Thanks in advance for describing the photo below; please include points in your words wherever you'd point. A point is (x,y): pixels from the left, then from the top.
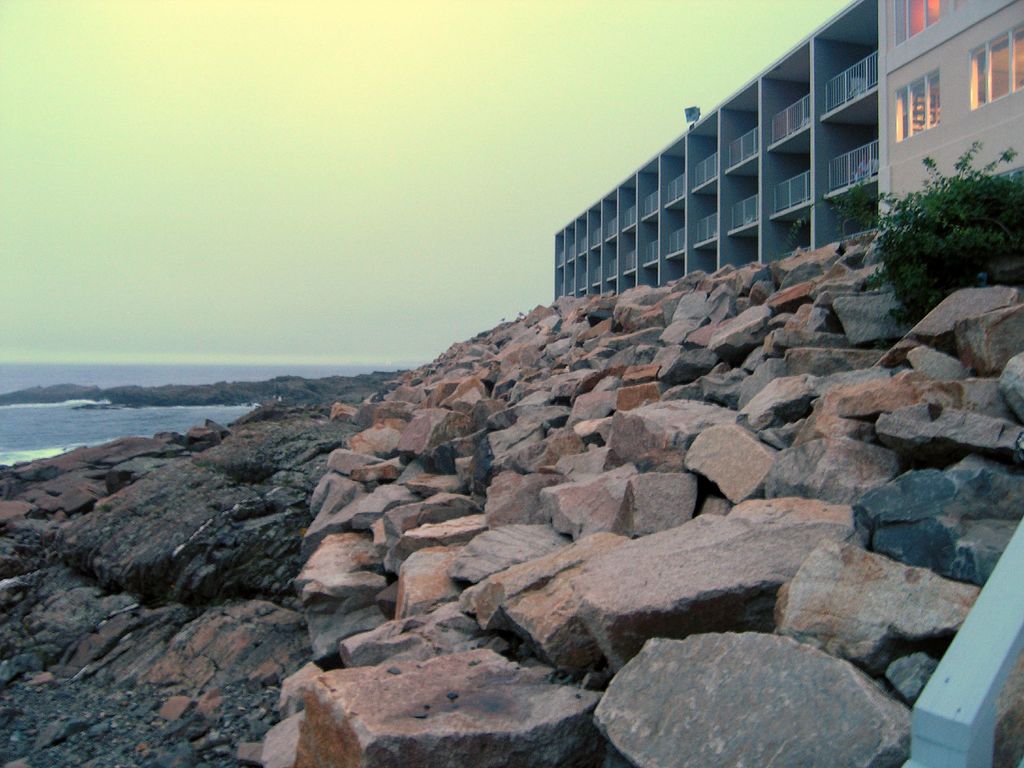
In this picture we can see stones (892,562), plants (950,283), water (167,413), and buildings (763,219). In the background (414,144) there is sky (294,185).
